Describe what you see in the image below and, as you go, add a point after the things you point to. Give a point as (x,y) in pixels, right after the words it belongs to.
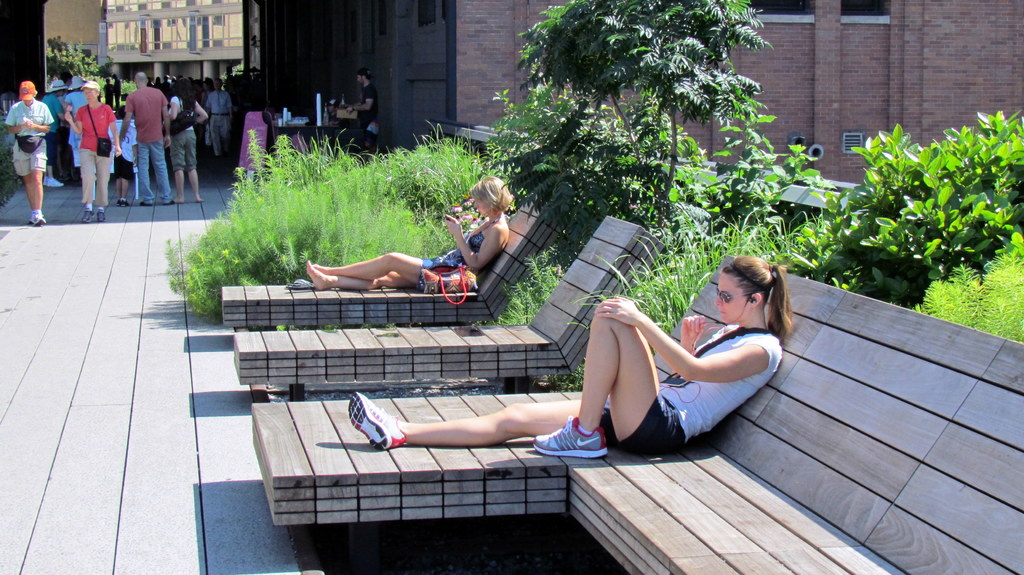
This is an outside view. Here I can see two women (432,259) are sitting on the wooden planks (480,373). At the back of these wooden planks (616,244) there are many plants (583,182). On the left side (101,112) there are many people (106,134) standing and few people (92,148) are walking on the ground (63,231). In the background (63,30) there are many buildings (233,30).
